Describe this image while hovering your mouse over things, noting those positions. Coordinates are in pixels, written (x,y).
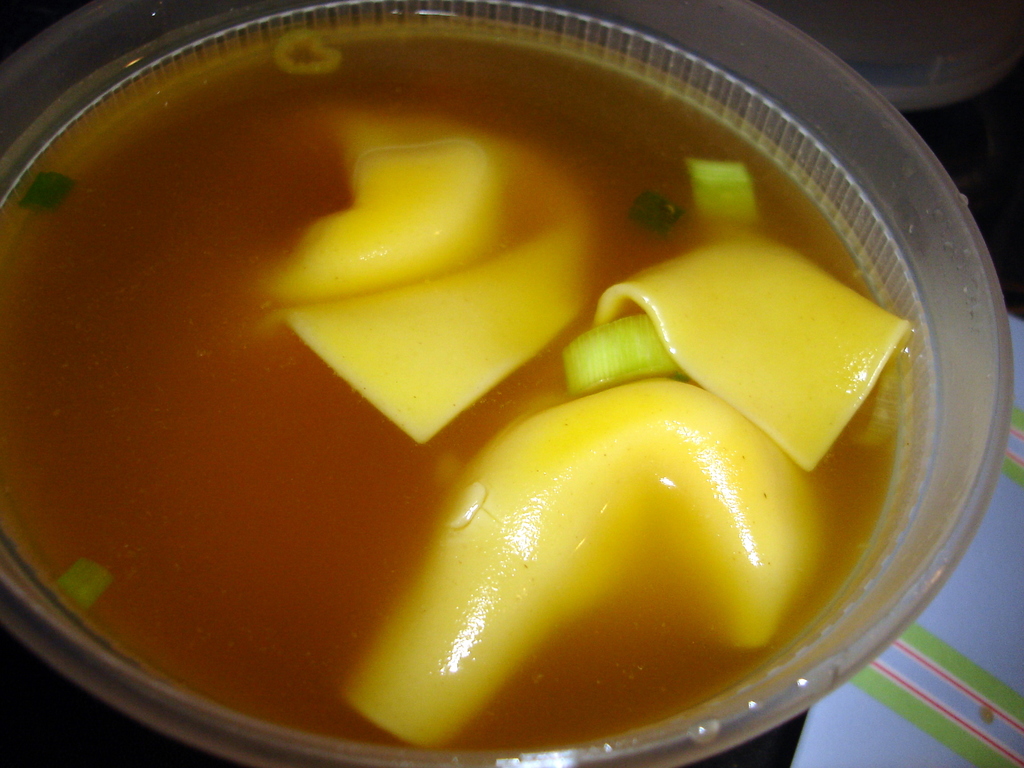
There is a soup (492,238) in the bowl (501,270) which has some yellow color objects (496,534) in it.
